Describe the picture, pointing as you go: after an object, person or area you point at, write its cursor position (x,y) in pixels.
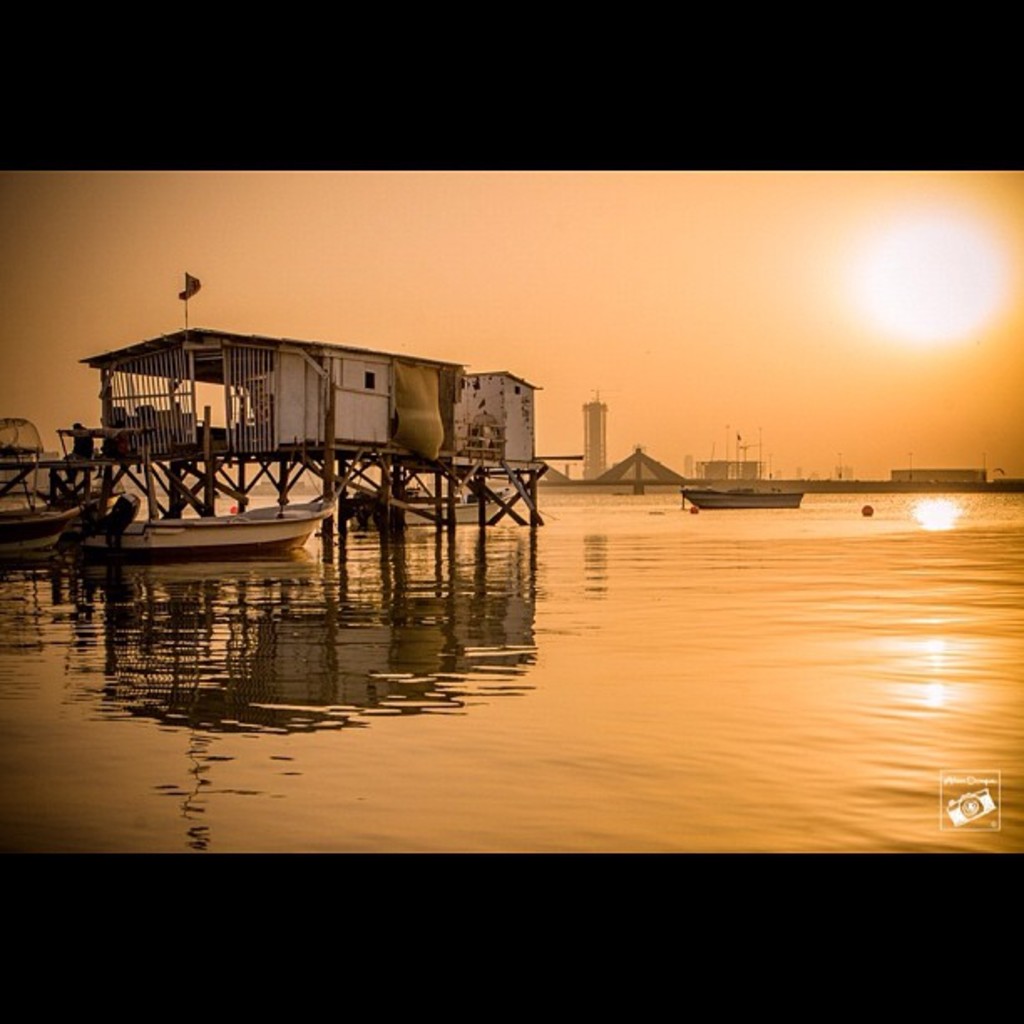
In this image we can see a house (319,419). There are few water crafts (777,506) in the image. We can see the sun (945,274) in the sky (868,297). We can see the reflection (328,696) of sky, house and water crafts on the water surface (840,677). There is a lake (840,677) in the image.
